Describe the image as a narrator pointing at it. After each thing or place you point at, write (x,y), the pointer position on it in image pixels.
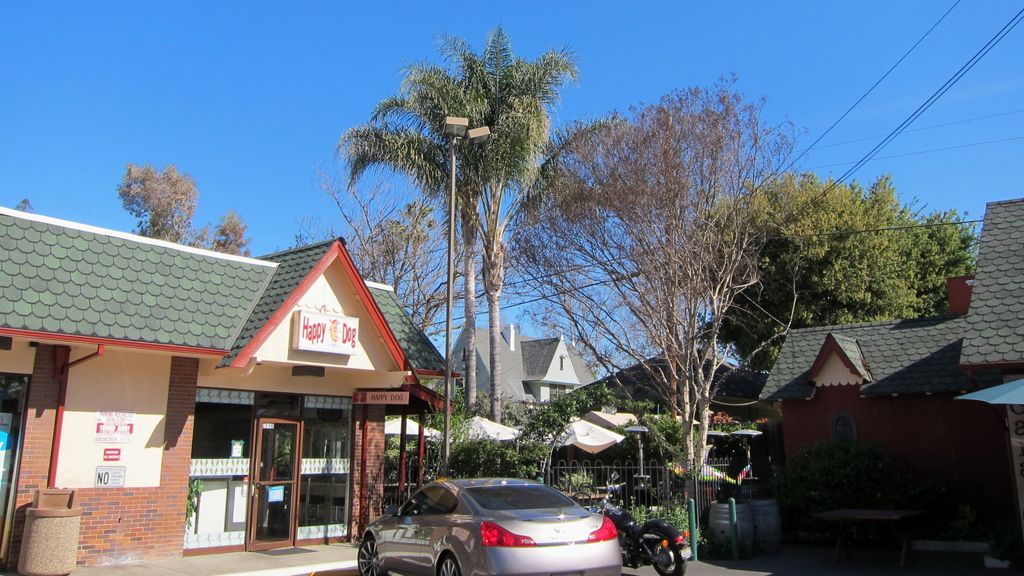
In this picture I can see a car (558,574) and a bike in front (468,556) and in the middle of this picture (482,369) I see number of buildings (978,266), plants (472,449), wires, a pole (451,269) and number of trees (484,236). In the background (161,126) I see the clear sky (287,152).
